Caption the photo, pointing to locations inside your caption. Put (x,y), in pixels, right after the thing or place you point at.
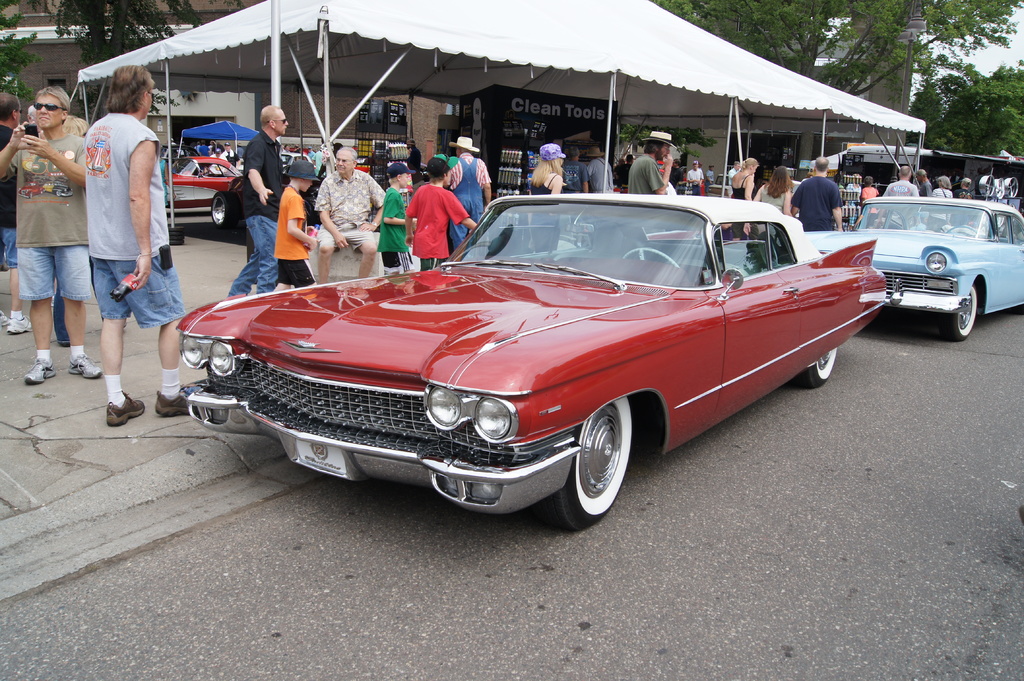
In the center of the image (646,375) we can see two cars (749,313) on the road (923,367). In the background (31,20), we can see the sky (1021,19), buildings (346,138), shops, wheels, poles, tents (610,49), trees (868,28), banners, vehicles (182,153), few people (90,209) are standing, few people (288,187) are holding some objects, few people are wearing caps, few people (264,191) are wearing sunglasses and a few other objects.
